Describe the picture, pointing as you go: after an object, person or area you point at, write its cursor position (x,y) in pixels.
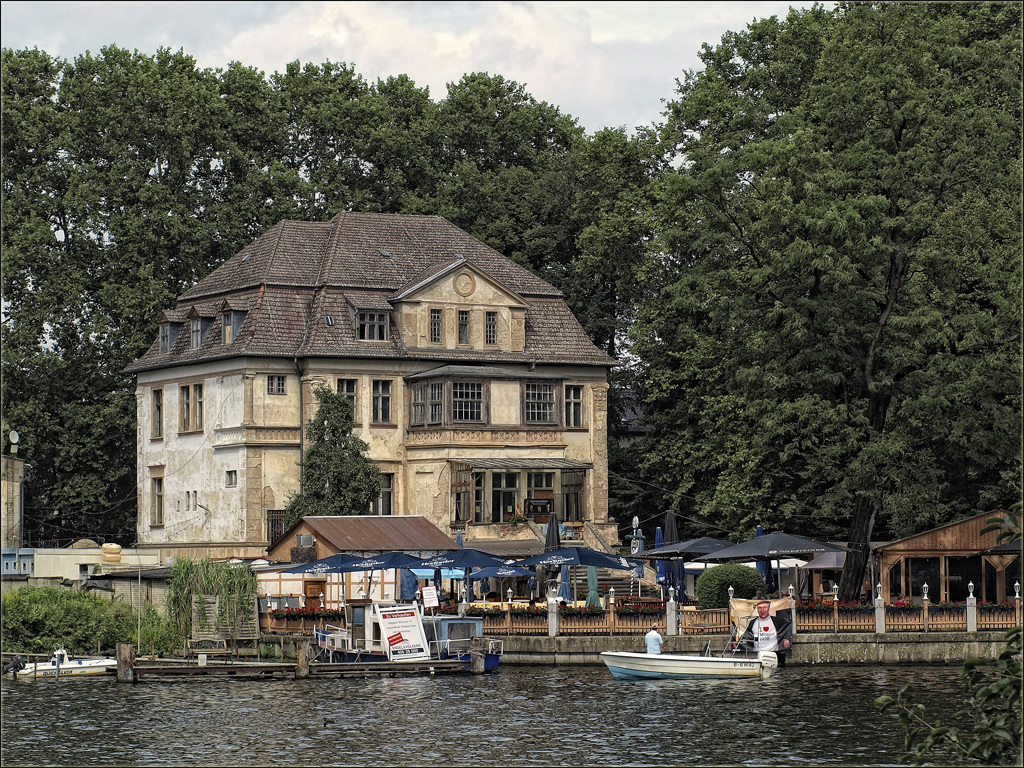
In this image in the front (528,706) there is water (528,745) and on the water (605,735) there is a boat (688,662) with the person (649,648) inside it. In the center (354,361) there are trees (329,406), there are tents (594,557), huts (1008,557) and there is a building (295,412). In the background (246,217) there are trees (561,194) and the sky (593,50) is cloudy.
